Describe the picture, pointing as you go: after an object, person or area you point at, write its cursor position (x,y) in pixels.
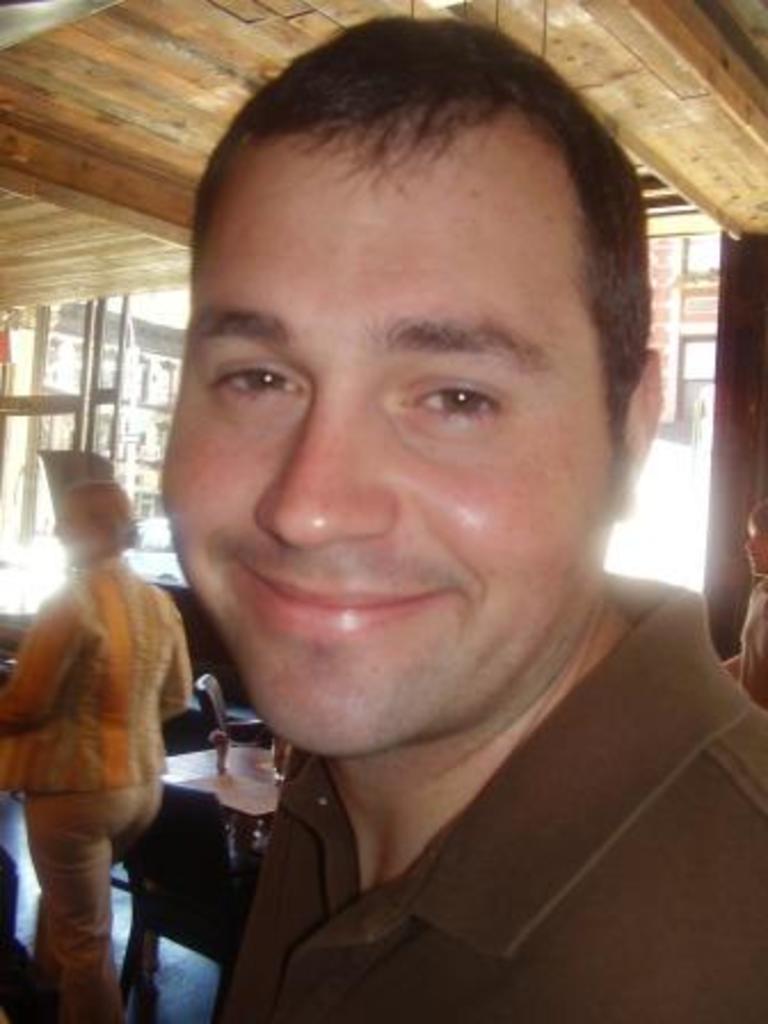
In this image there is a man (300,454) towards the bottom of the image (317,693), there is a man (103,565) walking towards the left of the image (114,547), there is a man (759,535) towards the right of the image (756,523), there are chairs (218,862), there are tables (262,783), there are objects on the table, there is floor (191,990) towards the bottom of the image (175,971), there is a wall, there are objects (681,376) on the wall (661,332), there is a wooden object (742,396) towards the right of the image (726,432), there is a wooden object (35,403) towards the left of the image (86,386), there is a wooden roof (167,55) towards the top of the image (672,64).
